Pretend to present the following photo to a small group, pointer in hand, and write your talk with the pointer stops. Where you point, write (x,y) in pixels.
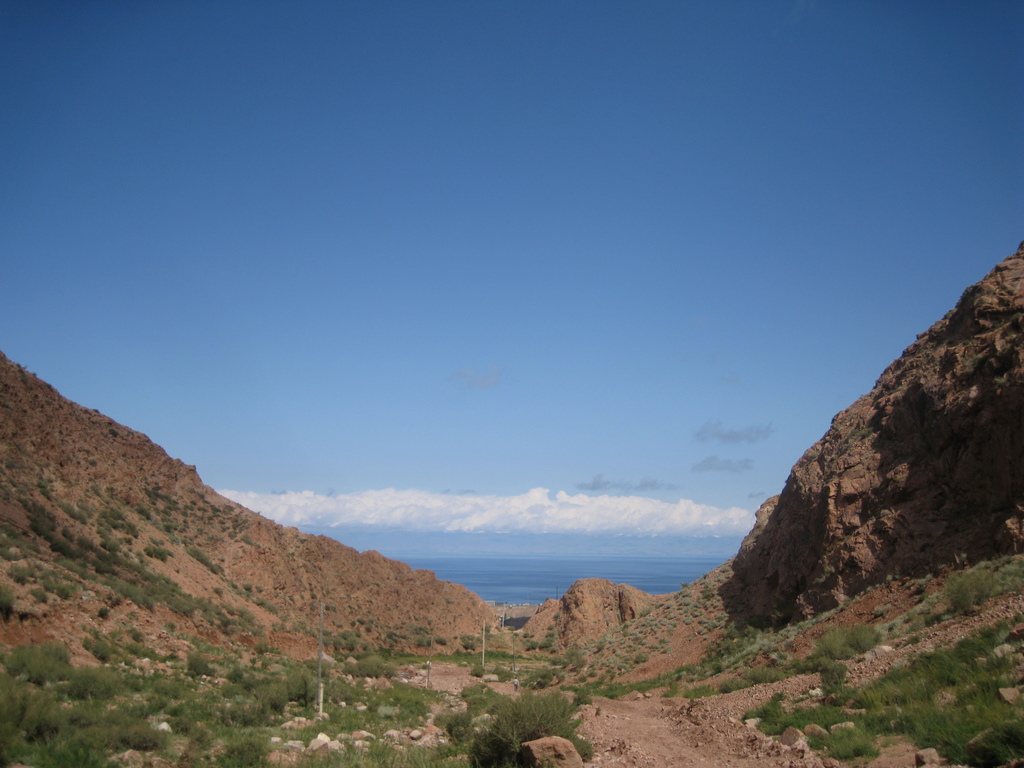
To the both sides of the image there are mountains (749,615). At the bottom of the image (472,701) there are stones (798,737), grass (917,709). In the background of the image (618,482) there is sky (569,383), clouds (295,494) and water (568,561).
